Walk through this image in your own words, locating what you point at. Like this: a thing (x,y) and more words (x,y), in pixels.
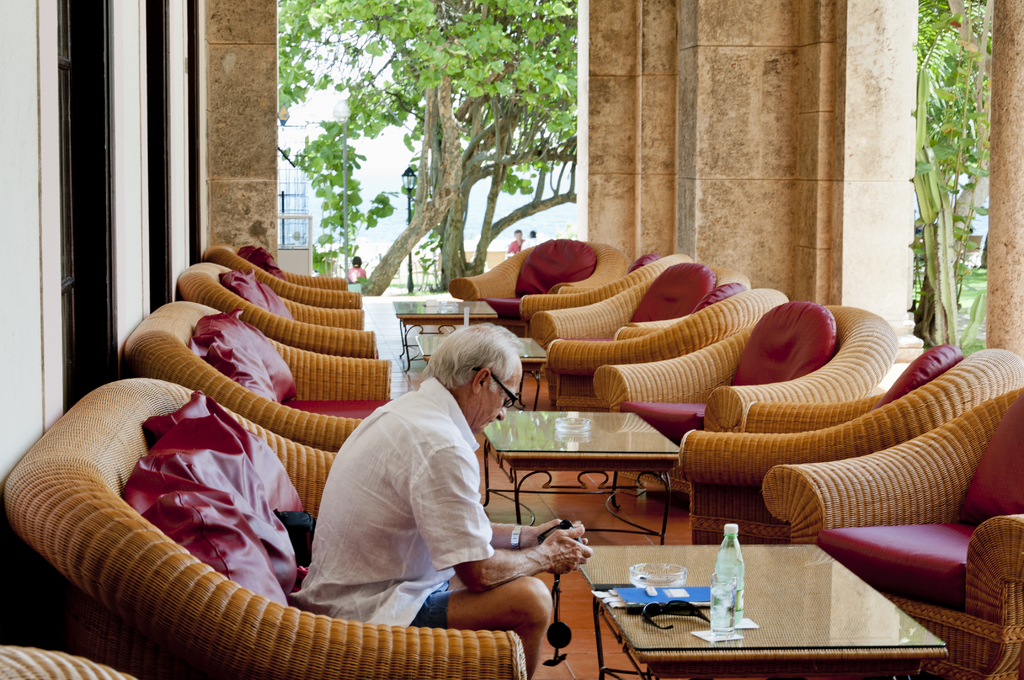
There are group of sofas (597,249) and tables (653,469). One old man (511,380) sitting on one of them, he is wearing spectacles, watch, white shirt (455,521) and blue shorts (437,624) and holding a camera (571,521). There is a table (757,565) in front of him. Bottle (730,571), glass (718,608), tray (653,571), files (672,596), goggles (668,610) on it. In the background (438,90) there is a tree (443,274), some people (533,234) around the tree (460,206). There is a street light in the middle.
